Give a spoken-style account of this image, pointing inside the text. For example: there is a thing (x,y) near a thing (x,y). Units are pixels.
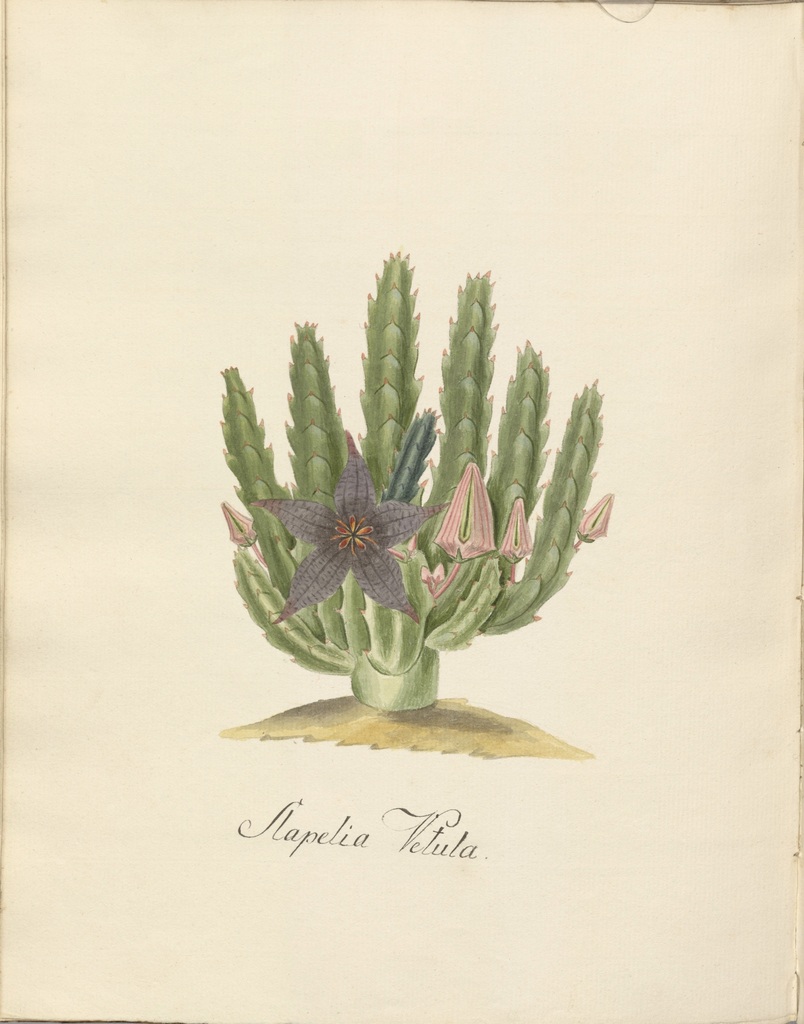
In this image we can see a poster (473,592). On poster (449,599) we can see a plant (380,551). There are many buds (517,539) to a plant (492,546). There is a flower (369,581) to a plant (500,540). There is some text (420,843) at the bottom of the image (432,846).
